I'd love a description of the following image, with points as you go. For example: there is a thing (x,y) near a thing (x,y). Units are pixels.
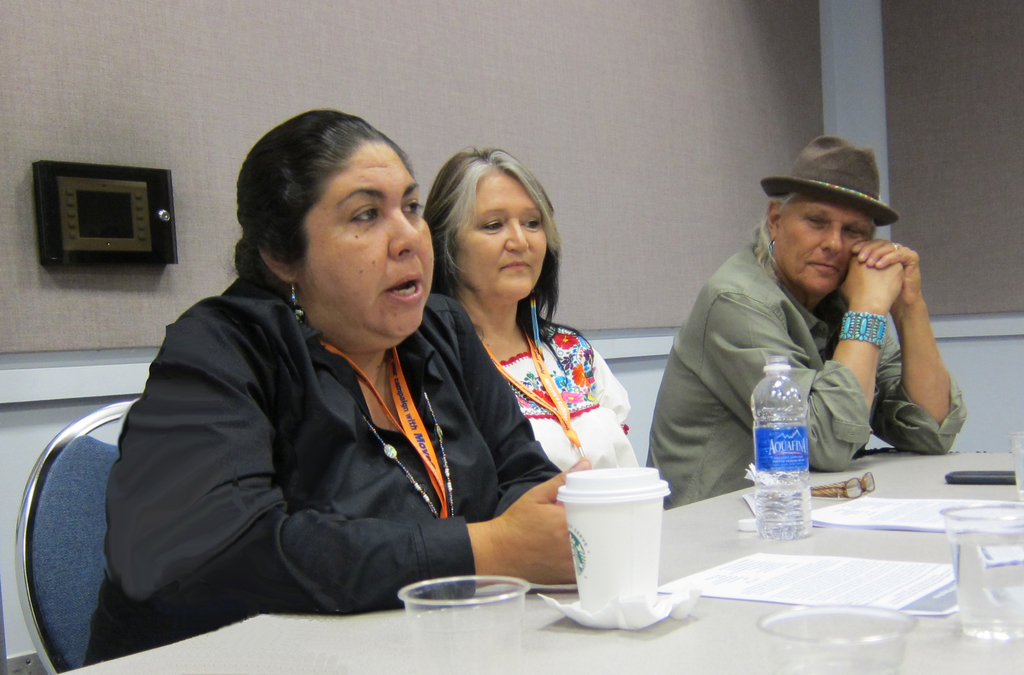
In this image I can see 3 people (741,358) sitting. There is a water bottle (797,475), glasses (954,510), papers (836,510) and spectacle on a table (658,648). There are walls (721,57) at the back (682,176).
